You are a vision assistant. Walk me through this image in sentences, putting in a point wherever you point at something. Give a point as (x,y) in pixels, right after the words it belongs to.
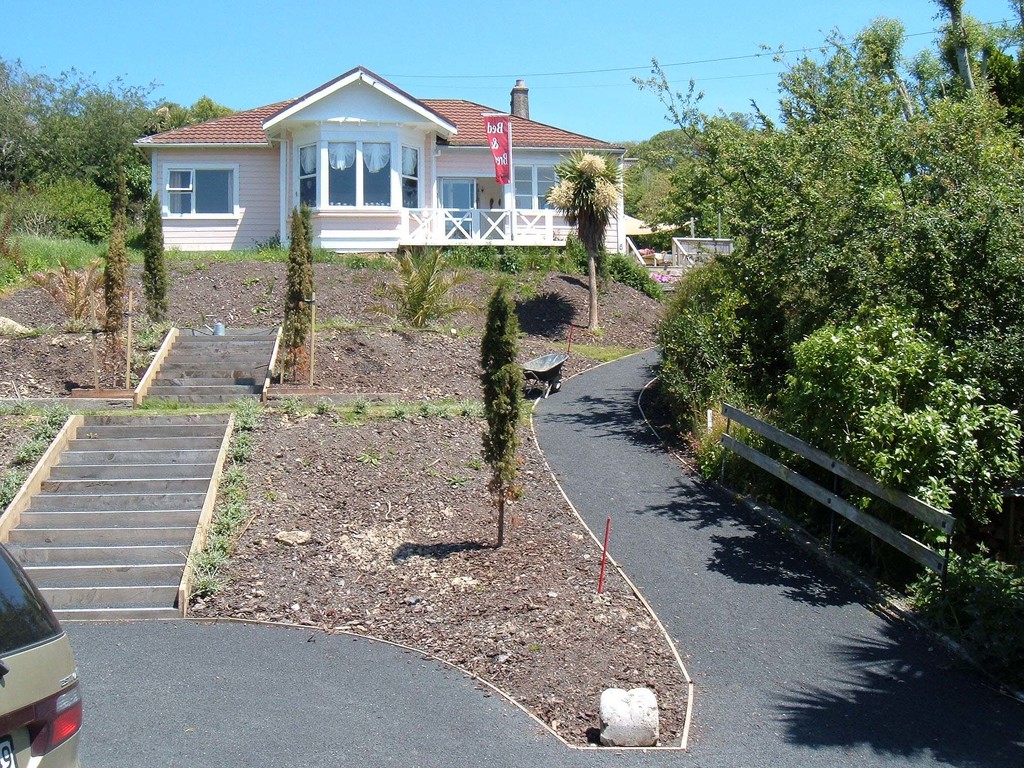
In the image there is a home (268,174) in the back (235,189) with trees (61,145) and plants (5,240) on either side of it and steps (246,345) in the middle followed by a road (212,738) with a car (15,628) on it.
